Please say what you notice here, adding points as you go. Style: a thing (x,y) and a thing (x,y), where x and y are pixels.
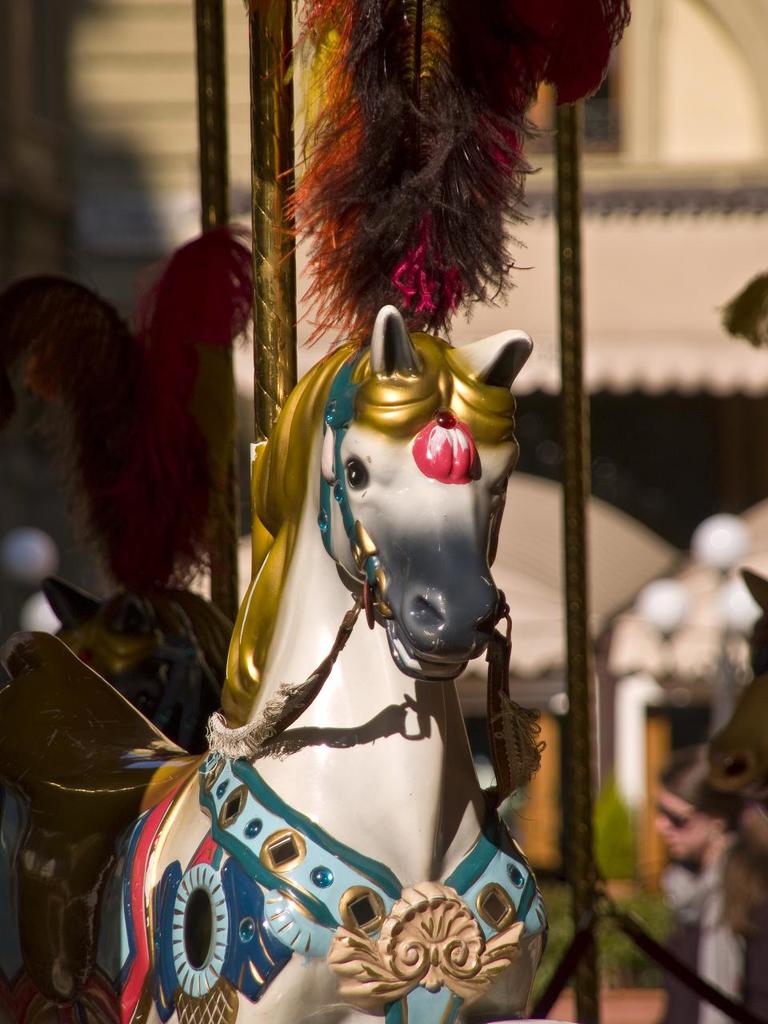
In the image there is an artificial horse (363,792) in the foreground (392,472) and the background of the horse (499,531) is blur.
